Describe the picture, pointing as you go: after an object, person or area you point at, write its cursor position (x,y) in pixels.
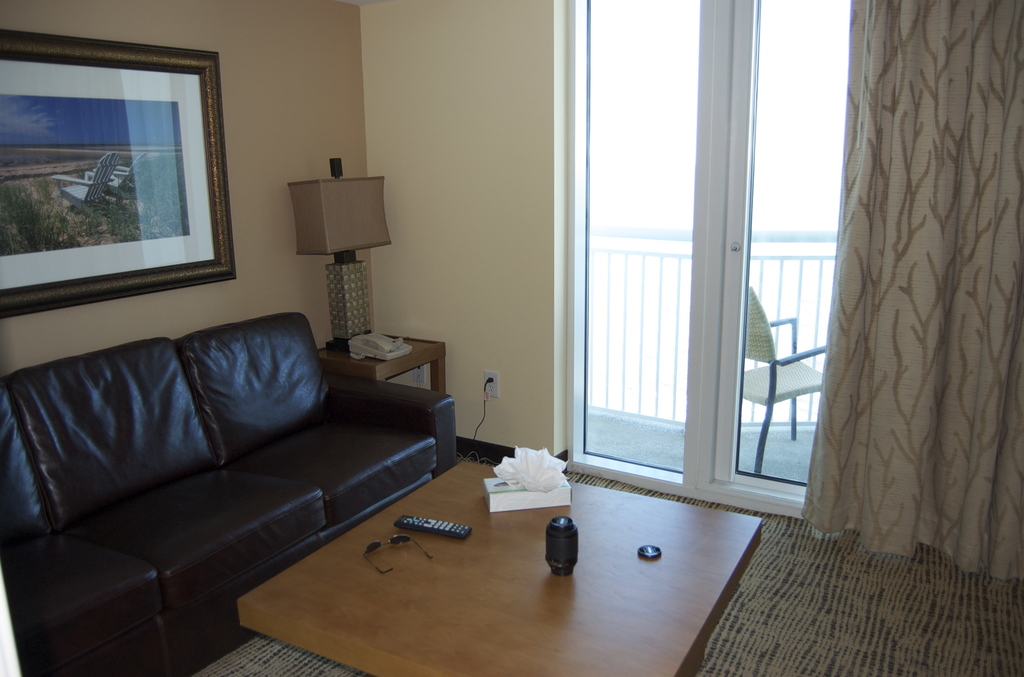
There is a sofa (249,496) in front of which there is a table (535,512). On the table (414,604), there are remotes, spectacles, tissues (521,466) are there. There is a photo frame (197,187) attached to the wall (226,310). Beside the sofa (222,332) there is a lamp (345,282) which is placed on the stool (331,366). In the background (890,293) there is a curtain (853,404), doors (723,362), walls (539,259) and a railing (602,281) through the door (727,374).
